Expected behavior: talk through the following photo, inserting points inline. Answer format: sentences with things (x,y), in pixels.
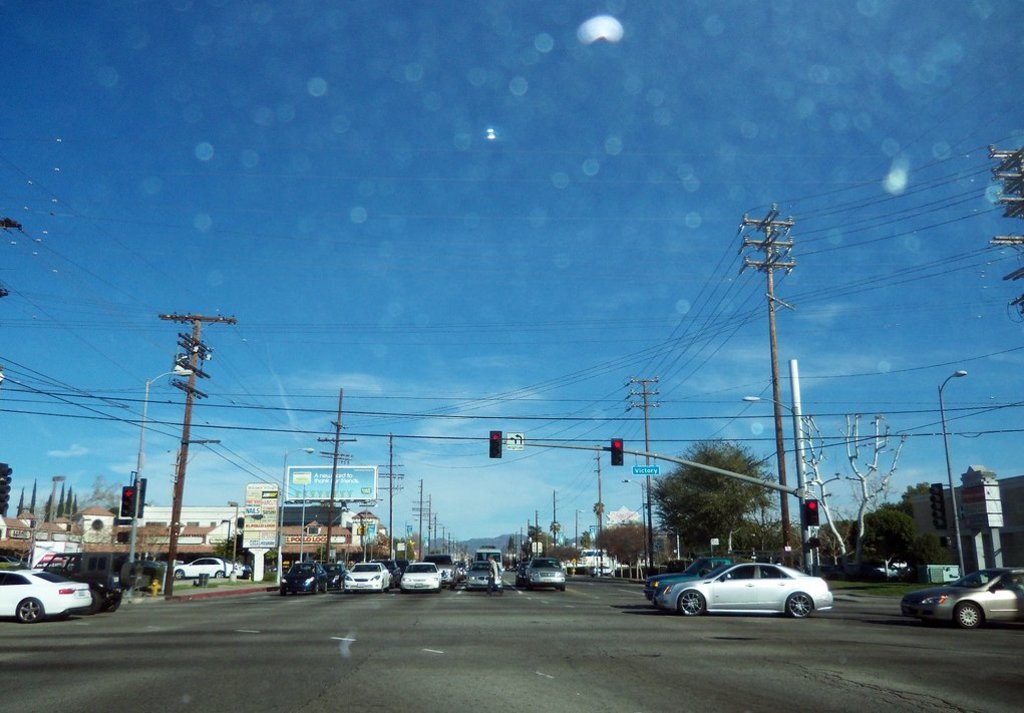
In this image I can see the road (314,644). On the road (224,647) there are many vehicles (414,564) which are in different color. To the side of the road (474,608) I can see many current poles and the signals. I can also see trees (373,553) and buildings (185,523) to the side of the road (289,623). In the background (351,269) there is a blue sky (473,126).
